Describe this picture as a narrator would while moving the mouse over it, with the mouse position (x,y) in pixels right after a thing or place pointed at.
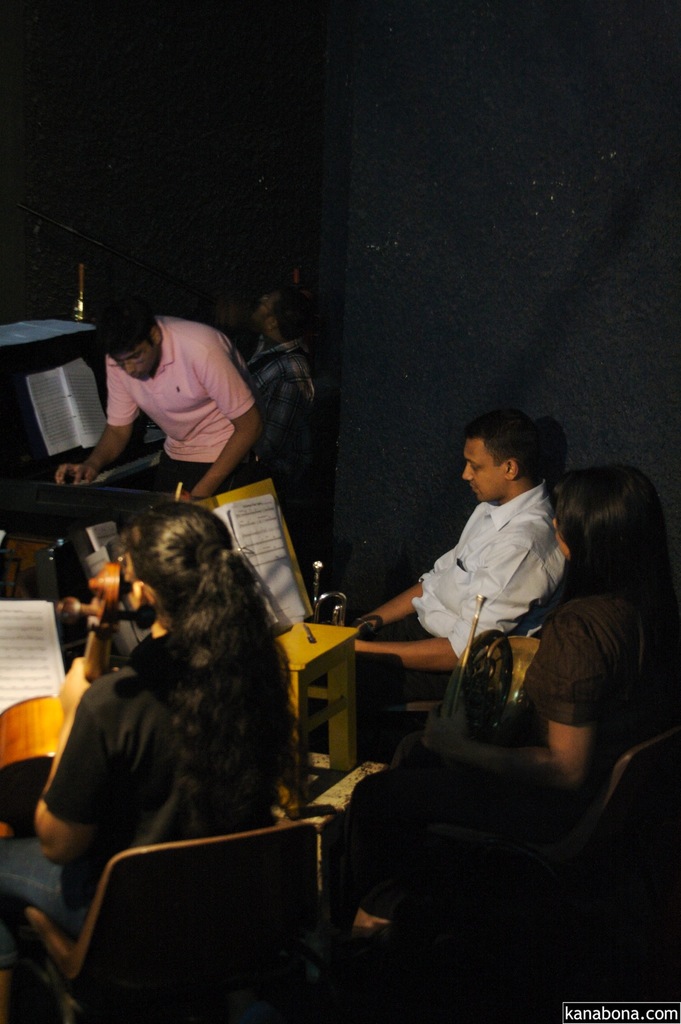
Here we can see a group of people (241,437) and some of them are sitting on chairs (281,874) they are practicing their musical instruments (111,600) and some of them are standing and practicing their musical instruments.
